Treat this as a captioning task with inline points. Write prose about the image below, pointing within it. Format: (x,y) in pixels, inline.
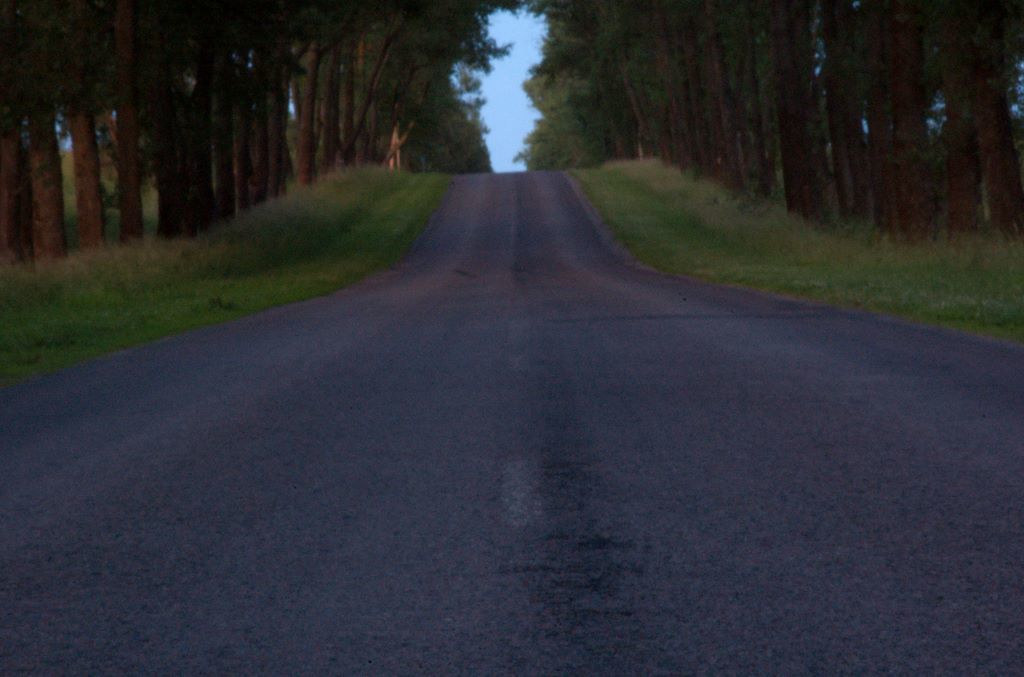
In this image we can see a road (497,345), shrubs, grass (626,228), trees (390,166) and sky (503,106).
